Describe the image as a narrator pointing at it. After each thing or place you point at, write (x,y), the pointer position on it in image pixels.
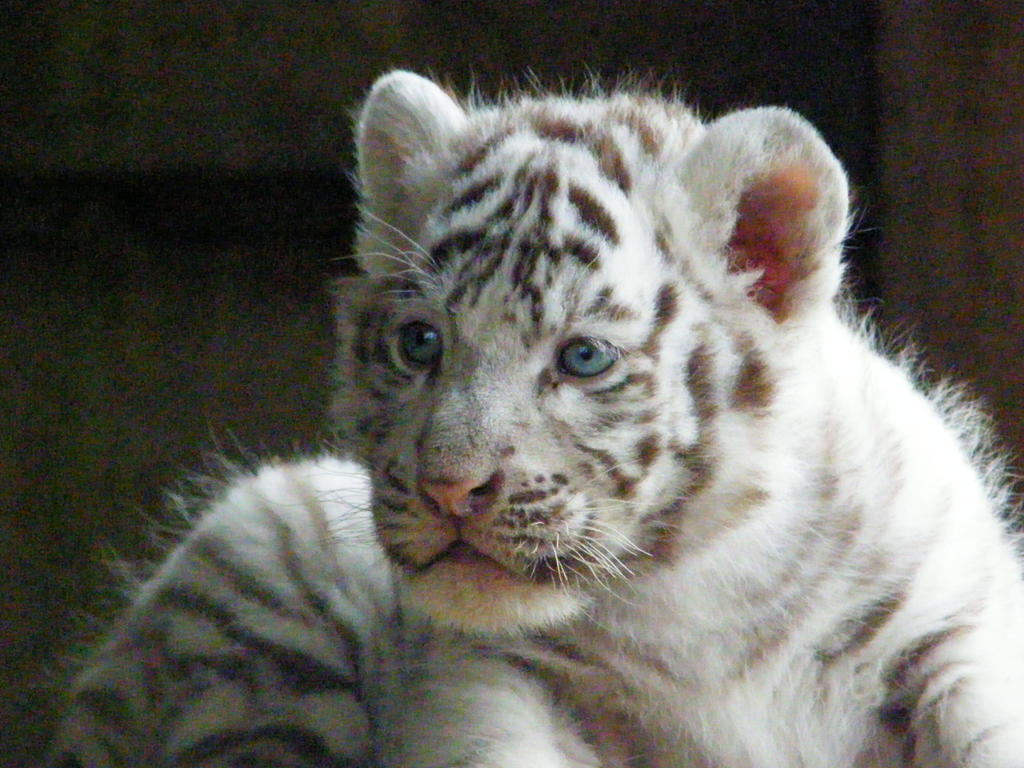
In this image there is a tiger (693,455). In the background (867,120) there is a wall (202,343).
